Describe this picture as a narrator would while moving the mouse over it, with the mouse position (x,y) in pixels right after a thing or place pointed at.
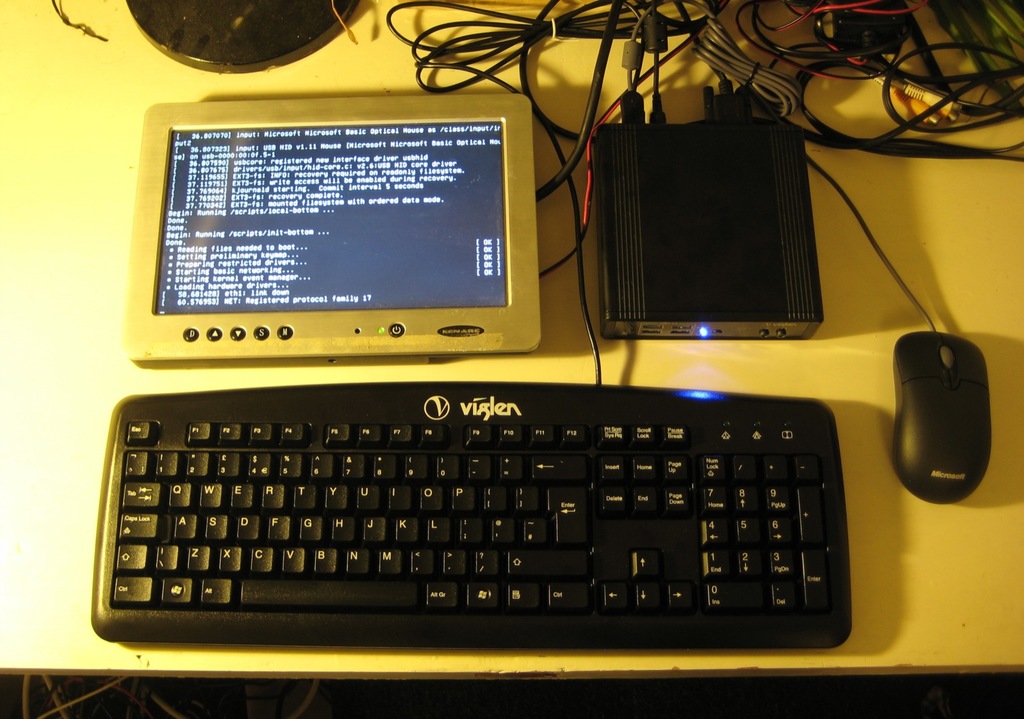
In this image there is a table (279,661). On the table (286,381) there is a keyboard (545,646). There is a mouse (961,482) and there are other objects (401,96). There are wires (879,146) at the top of the image (652,70).
